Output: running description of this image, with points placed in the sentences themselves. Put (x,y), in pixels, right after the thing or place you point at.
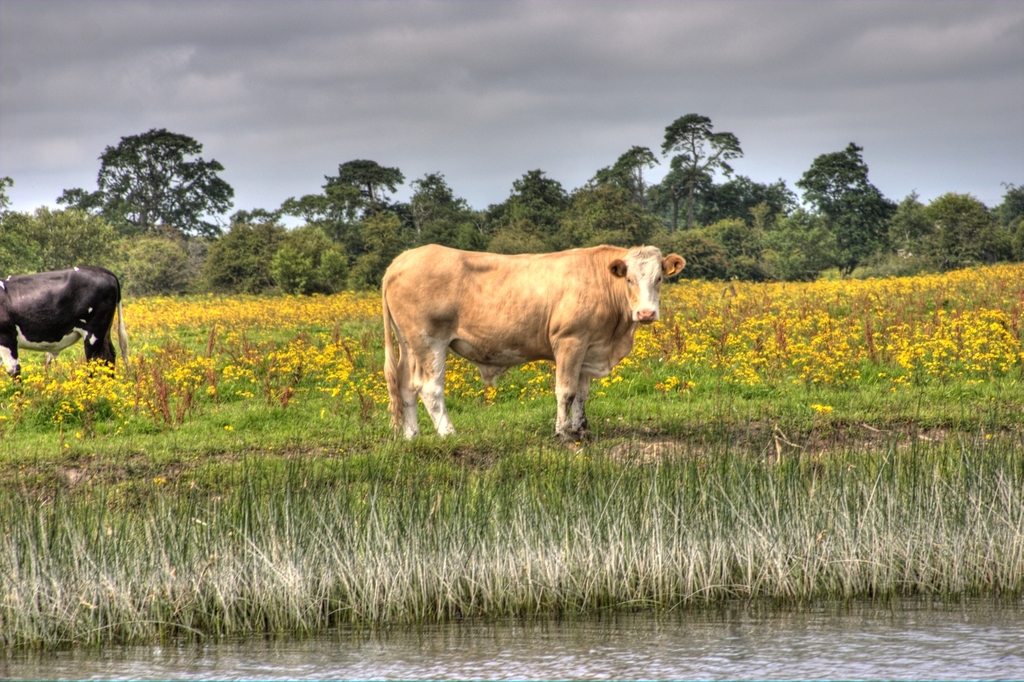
This image is clicked outside. There are cows (387,380) in the middle (415,399). There is water (656,656) at the bottom (595,674). There is grass (689,567) in the middle (362,443). There are flowers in the middle (624,359). There are trees (588,195) in the middle (464,231). There is sky (400,170) at the top (898,174).
